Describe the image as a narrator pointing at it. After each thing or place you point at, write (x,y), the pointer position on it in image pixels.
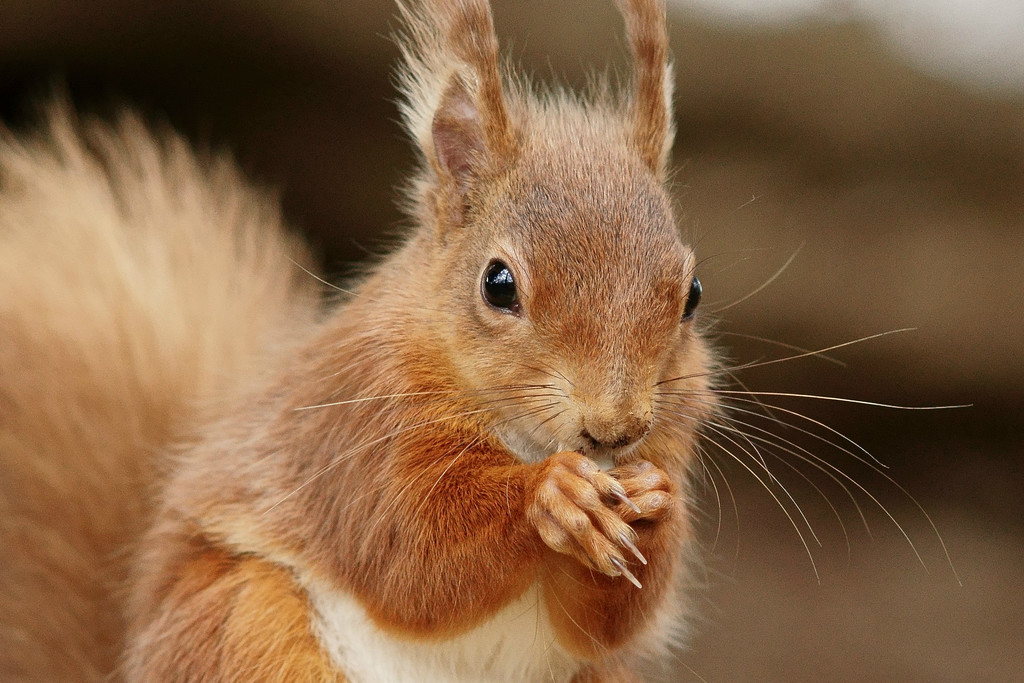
We can see squirrel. Background (881,445) it is blur.
